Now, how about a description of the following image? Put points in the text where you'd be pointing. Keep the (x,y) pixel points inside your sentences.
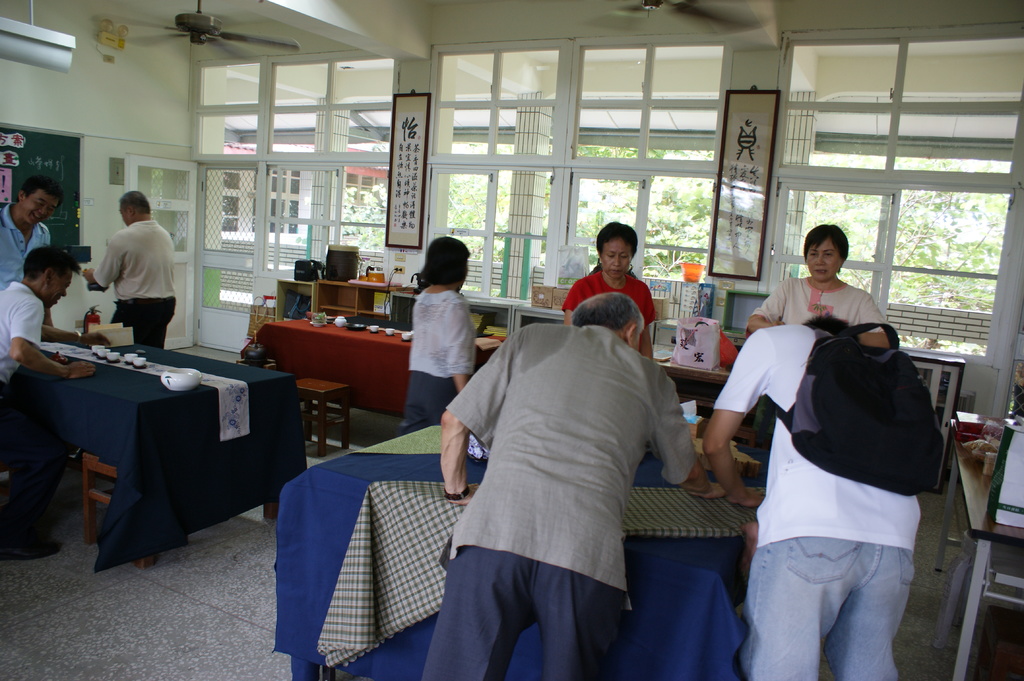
In this picture we can see a group of people (609,261) where some are standing and one is sitting on chair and in front of them on table (227,365) we have bowl (180,377), cloth (166,366), bags (677,344), racks (331,306), boxes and in the background (364,196) we can see wall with frames (419,174), windows (489,248), trees (661,227), houses (306,194), fan (221,25).
